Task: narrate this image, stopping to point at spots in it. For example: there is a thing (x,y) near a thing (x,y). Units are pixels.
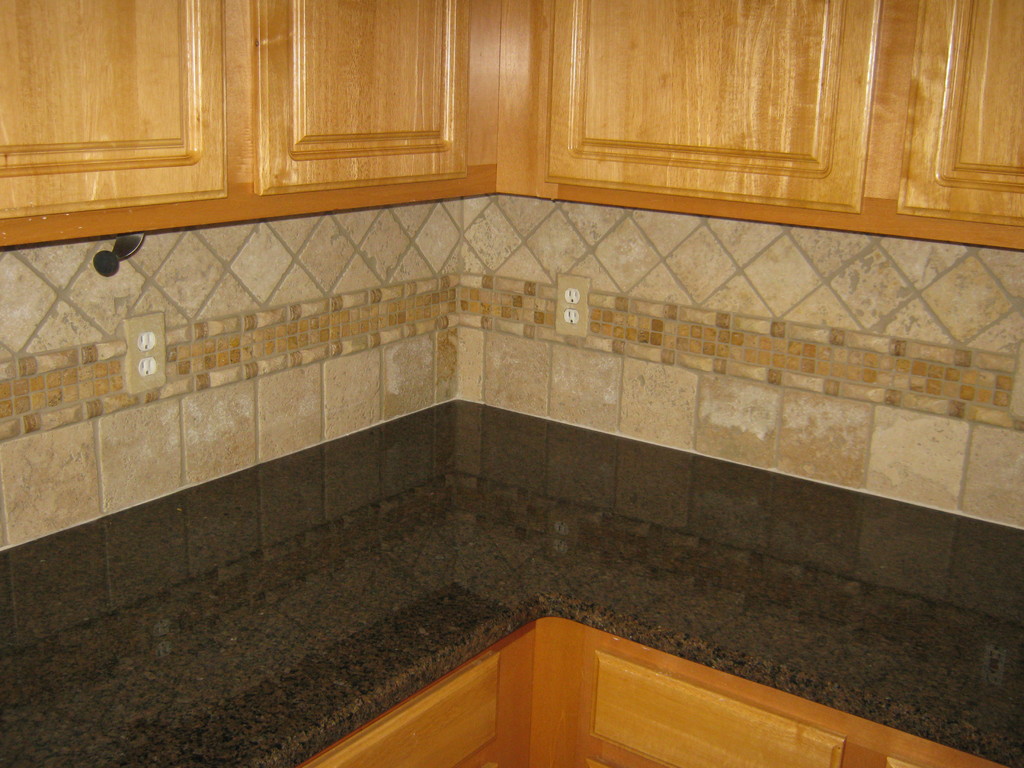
At the bottom of the image (397,601) we can see a countertop (533,612). At the top (383,127) there are cupboards (494,168) and we can see a wall (354,358).
